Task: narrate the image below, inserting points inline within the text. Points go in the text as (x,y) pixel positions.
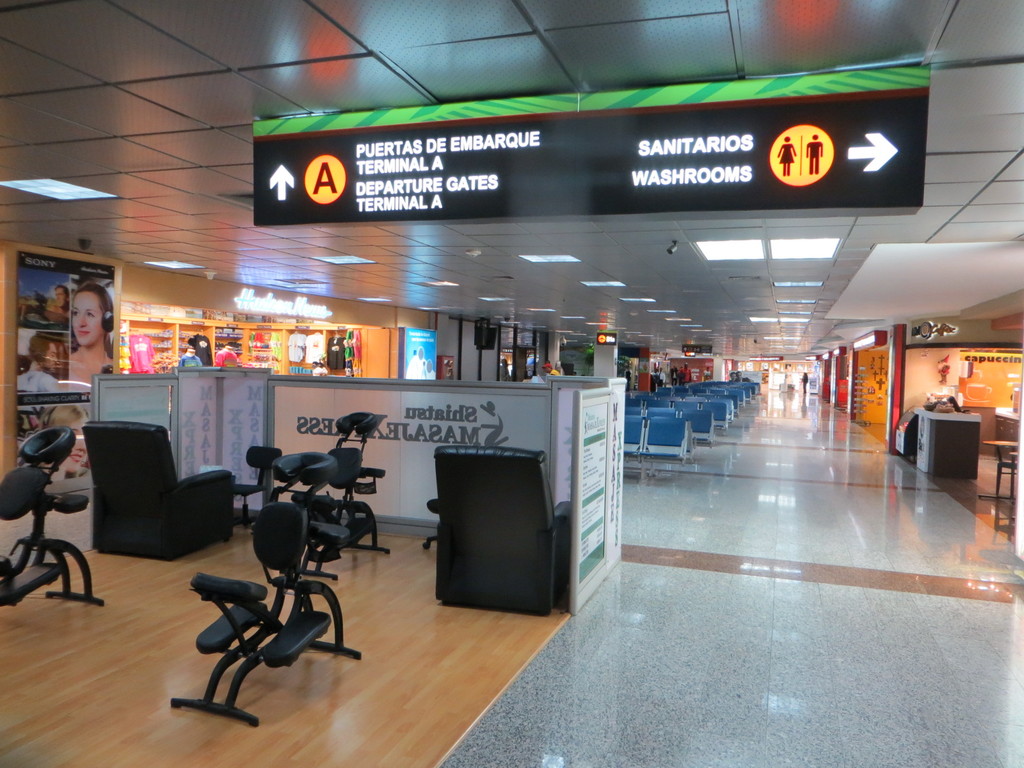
In the foreground of the picture (295,550) there are couches (231,499), boards (584,450), floor (175,656) and some massage chairs (313,502). In the center of the background (659,434) there are chairs (681,410), pillars (723,371), lights (676,318) and other objects (599,344). On the left (233,310) there is a store (206,333) and posters (64,349), text (290,312) and other objects (338,347). On the right (904,364) there are stores (897,374), man (807,377) and other objects (931,393).
